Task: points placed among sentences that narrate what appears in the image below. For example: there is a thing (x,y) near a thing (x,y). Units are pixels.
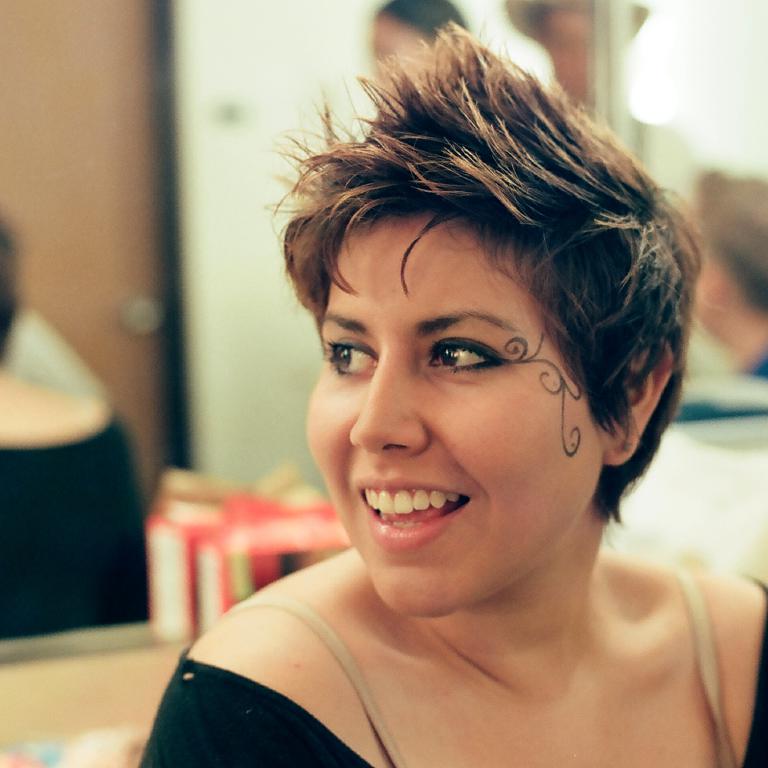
In this picture I can see there is a woman (525,328) sitting and she is smiling and wearing a black shirt (154,767). In the backdrop (38,247) there is a mirror (95,450) and a door (110,207) and few people (10,310).
